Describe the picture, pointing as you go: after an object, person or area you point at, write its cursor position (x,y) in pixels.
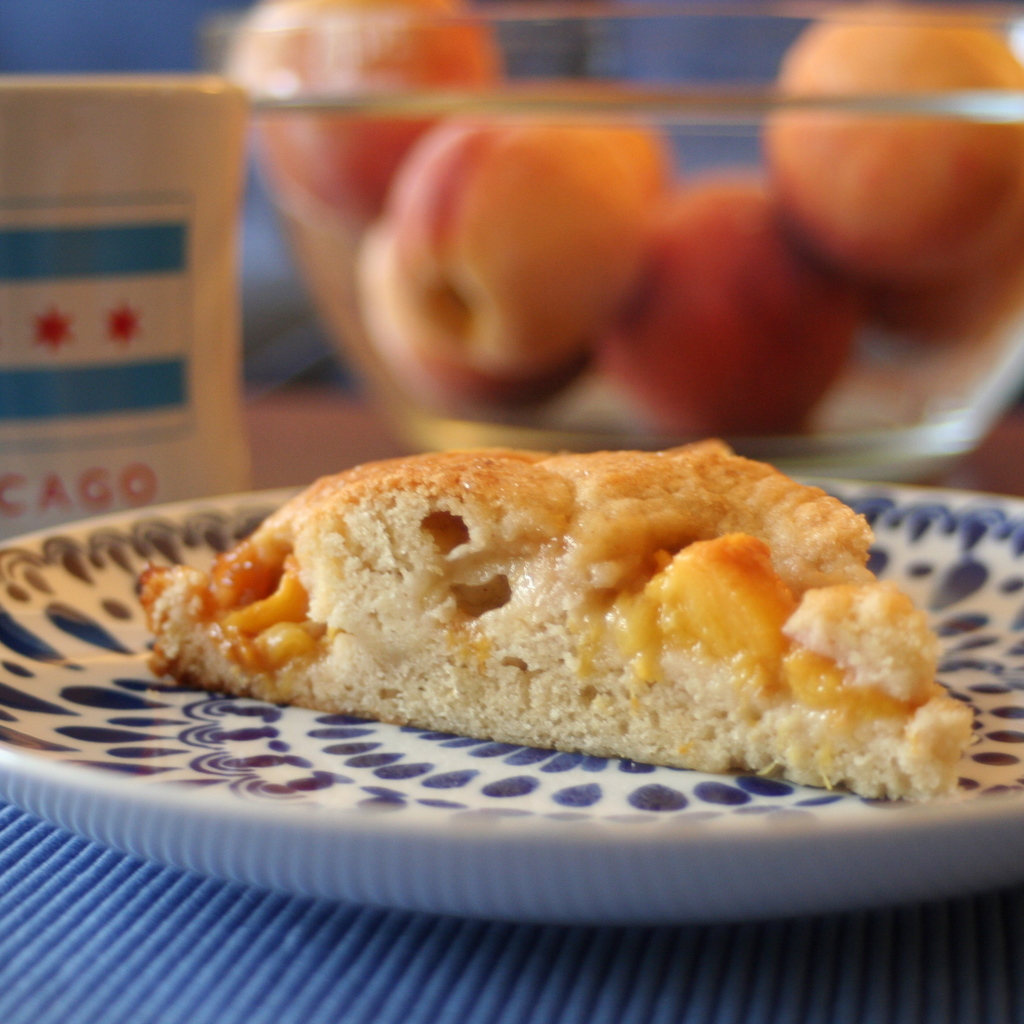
This picture shows food (248,621) in the plate (625,877) and we see fruits (666,209) in a bowl (519,3) and a box (224,301) on the table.
